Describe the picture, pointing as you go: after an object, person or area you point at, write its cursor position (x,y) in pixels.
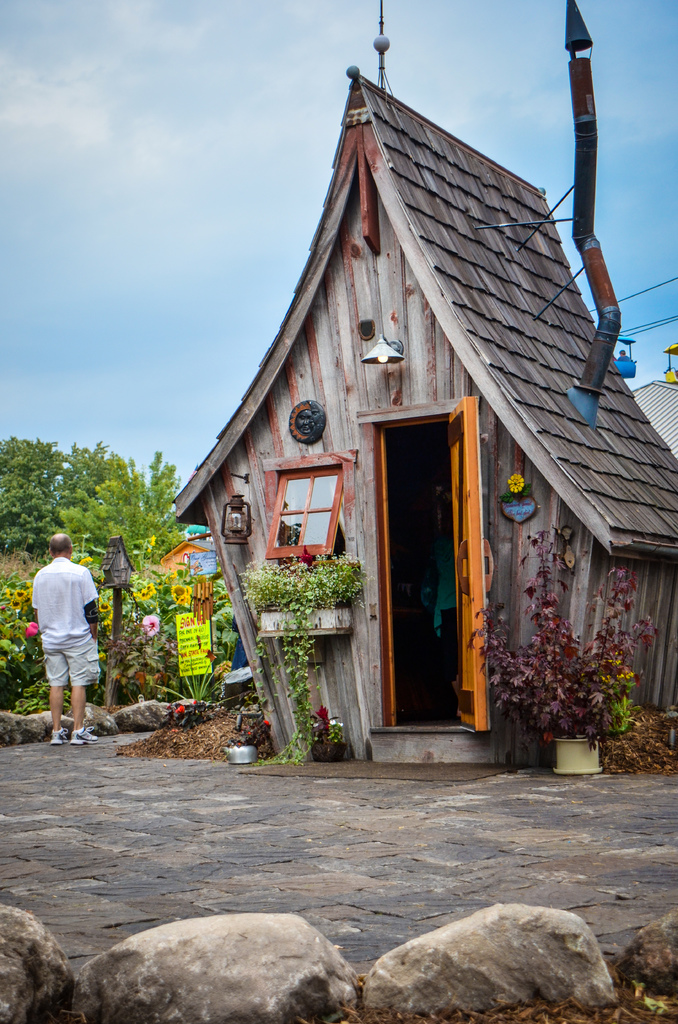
In this image I can see house (421,364) and I can see a window (327,511) attached to the wall (295,453) of the house (367,467) and I can see flower pots (536,670) and creepers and person (61,591), flowers (26,596), trees (110,530) visible in front of house (586,74) and I can see the sky (602,134), cable wires (652,326) at the top (462,126), at bottom (170,939) I can see stones (590,939).
